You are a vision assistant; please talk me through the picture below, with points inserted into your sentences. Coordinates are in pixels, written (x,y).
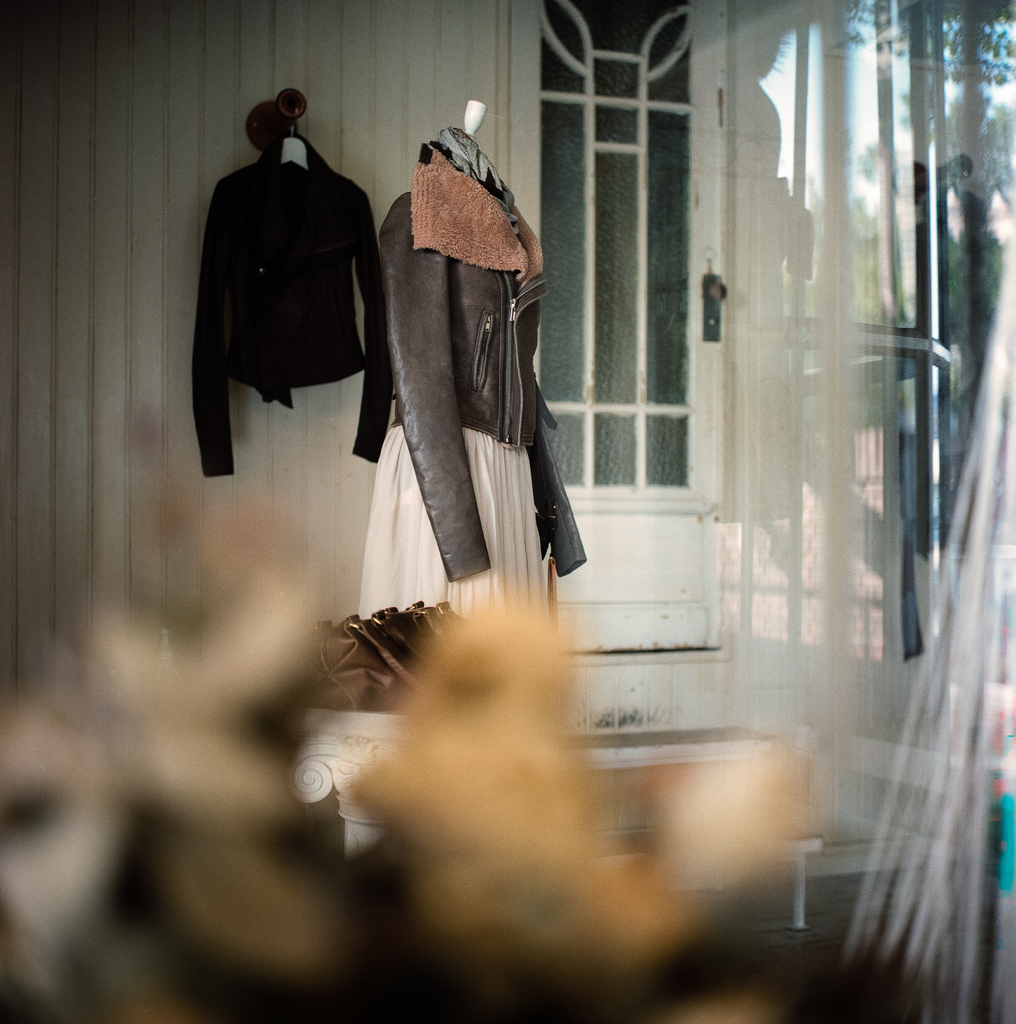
In this image we can see the outfit (439,199) which is displayed and there is a jacket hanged to the wall (237,128) and to the side there is a bag (391,704). There is a door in the background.
